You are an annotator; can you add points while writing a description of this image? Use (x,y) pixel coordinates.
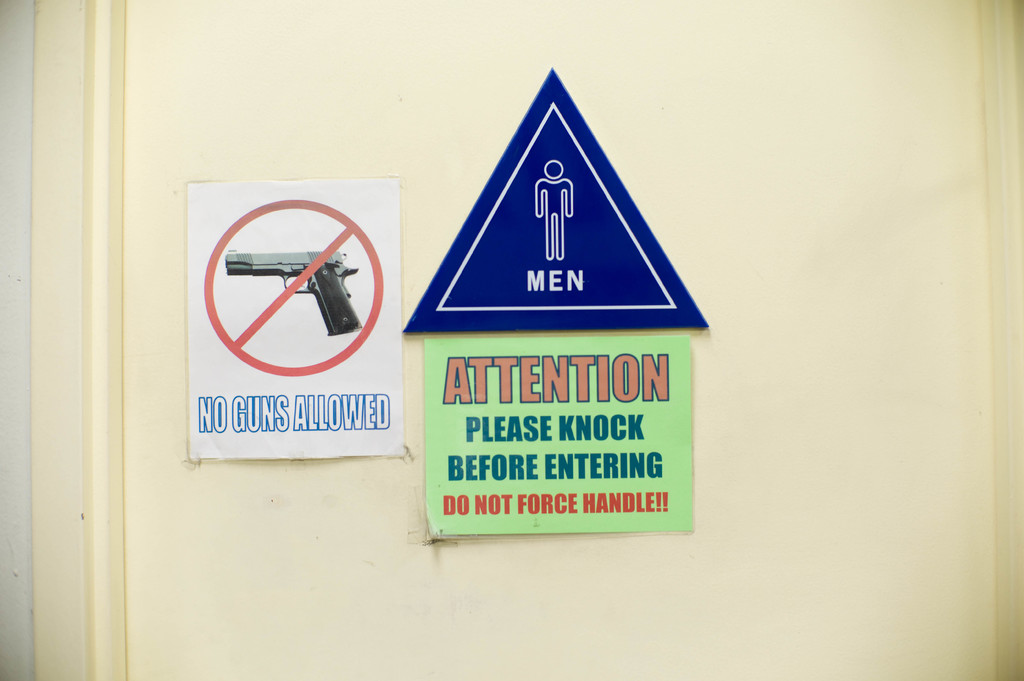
In the image there is a door (134,115) in the front (360,324) with many caution boards (453,327) on it.
